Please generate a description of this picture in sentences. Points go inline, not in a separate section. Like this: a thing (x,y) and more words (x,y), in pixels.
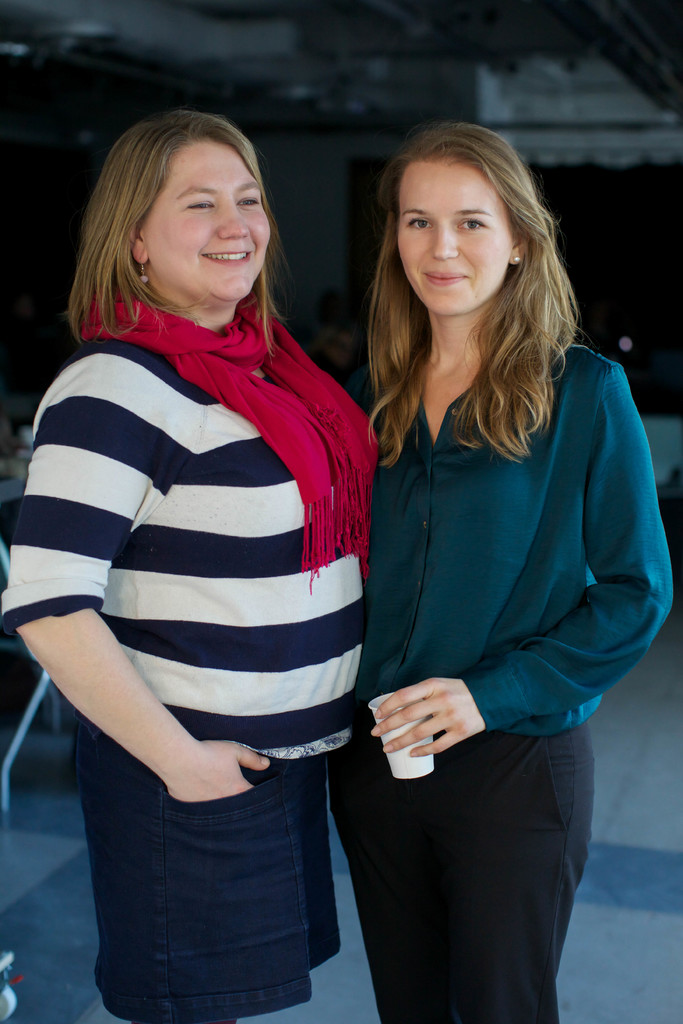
In the image there are two women (388,562) standing and posing for the photo and the background (500,38) is blurry.
